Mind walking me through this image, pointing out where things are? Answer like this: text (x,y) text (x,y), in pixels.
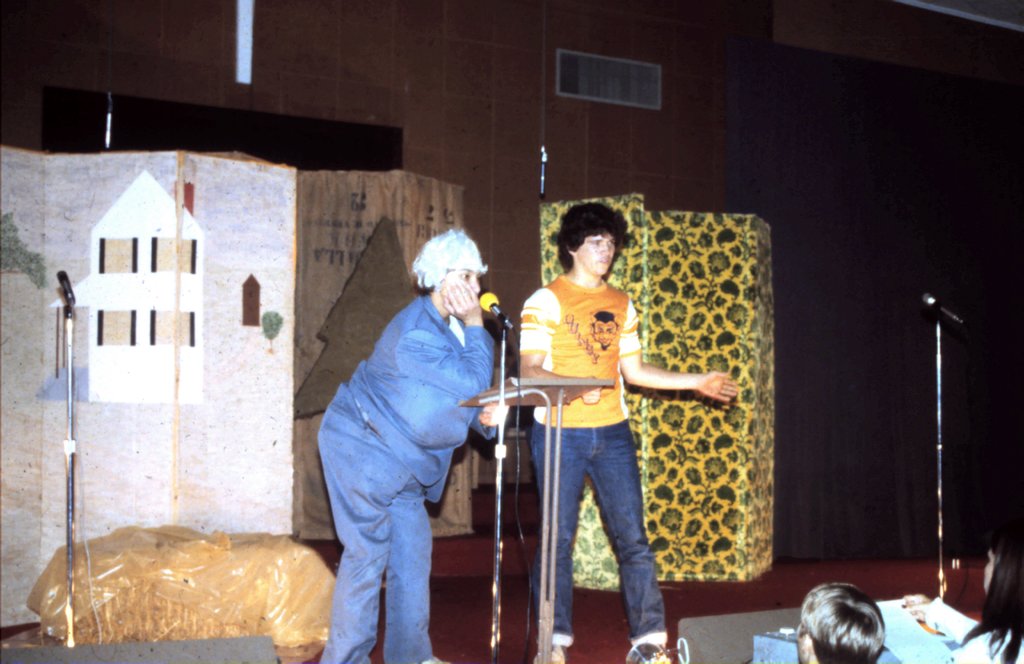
In this image in the center (463,415) there are persons (431,444) standing and there are mics (502,387) on the stage (969,585). In the background (498,109) there is a wall (488,128) and in front of the wall (504,128) there are boards (300,270). On the bottom right (854,612) there are persons (921,603) and there are papers (906,627).
